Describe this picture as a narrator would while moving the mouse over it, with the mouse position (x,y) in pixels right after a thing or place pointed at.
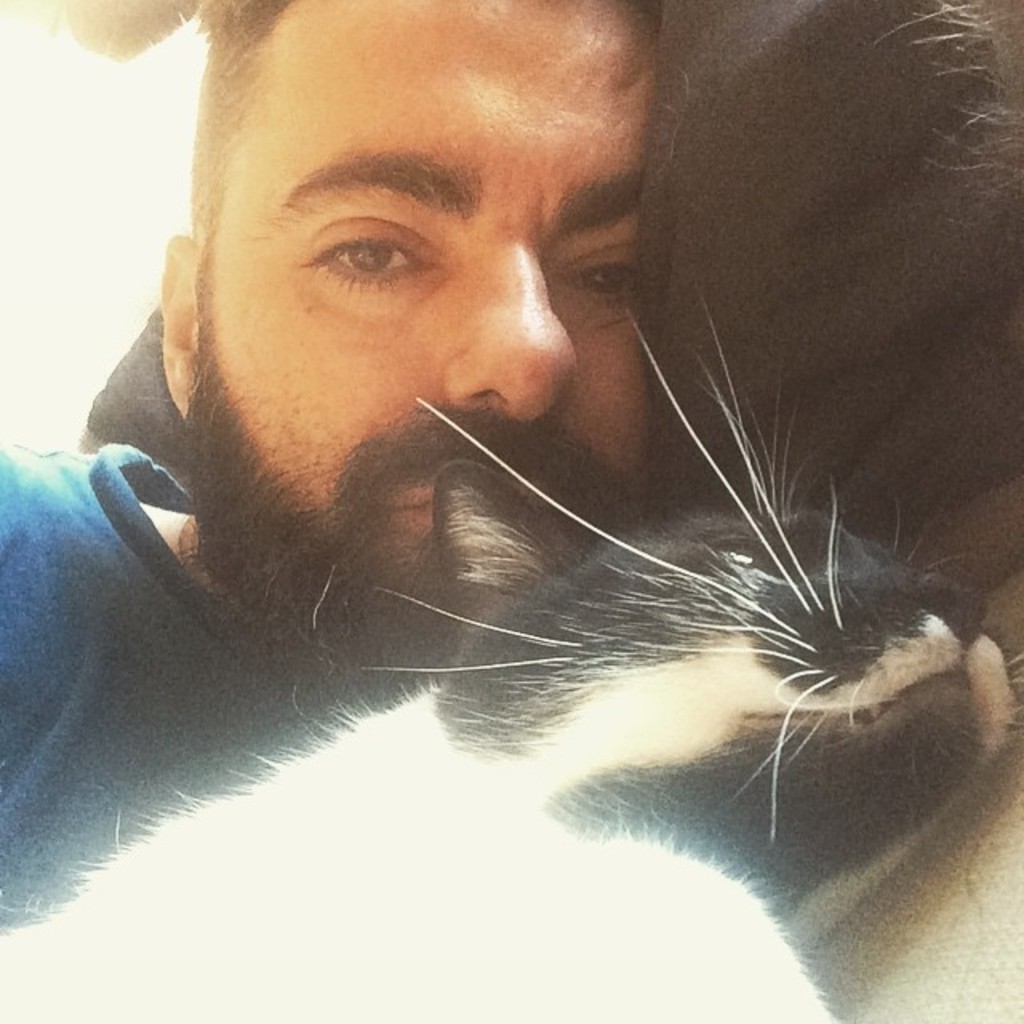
This image consists of a man (429,413). He is wearing blue clothes (12,655). Beside him there is a cat (287,933) in black and white color. The cat (468,714) is sleeping.
